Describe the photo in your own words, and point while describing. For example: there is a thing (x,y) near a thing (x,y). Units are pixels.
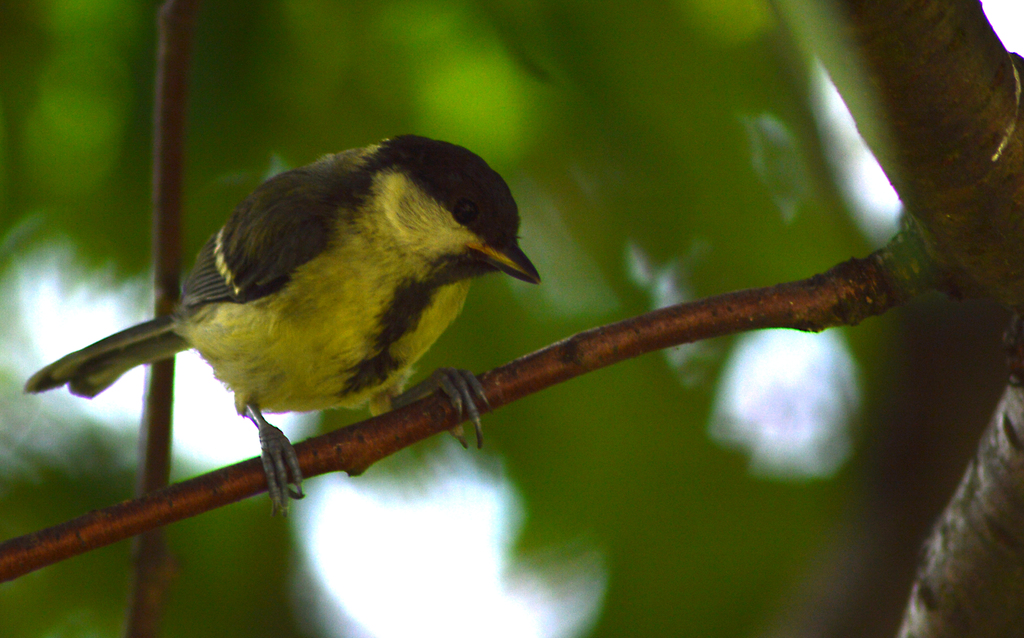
On the left side (302,196), there is a bird (282,195) standing on a branch (764,308) of a tree (1018,329). And the background (607,11) is blurred.
